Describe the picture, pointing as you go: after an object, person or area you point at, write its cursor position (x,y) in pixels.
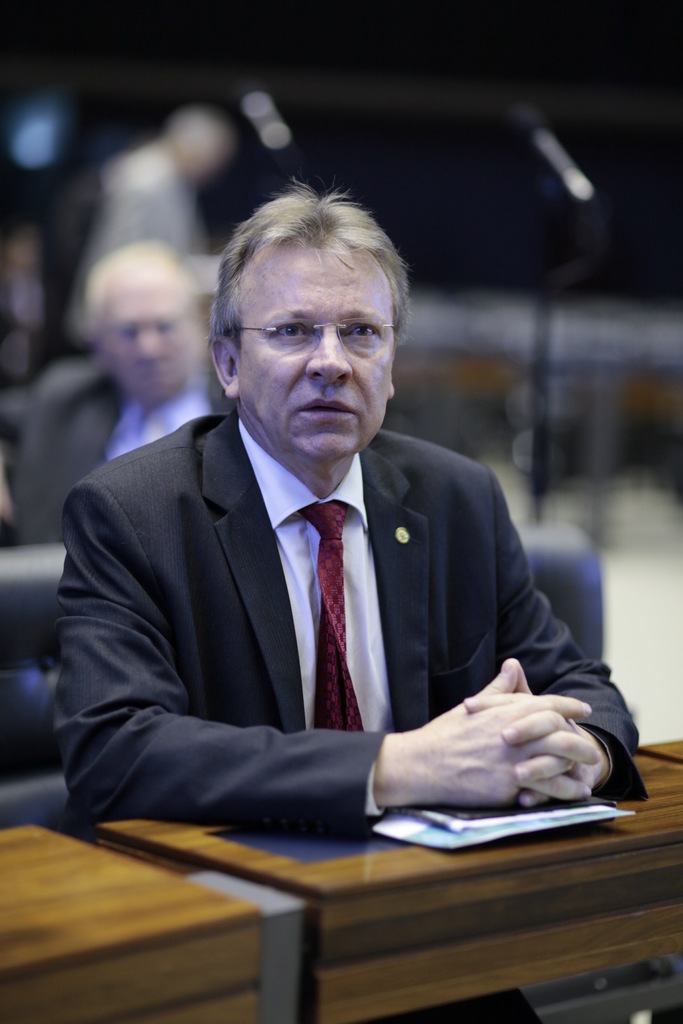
In this picture I can see a man (122,485) who is sitting and I see that he is wearing formal dress (300,584) and I see a table (410,874) in front of him. In the background (27,276) I see few people (40,278) and I see that it is blurred and I can also see another table (68,925) on the left bottom corner of this image (80,980).
